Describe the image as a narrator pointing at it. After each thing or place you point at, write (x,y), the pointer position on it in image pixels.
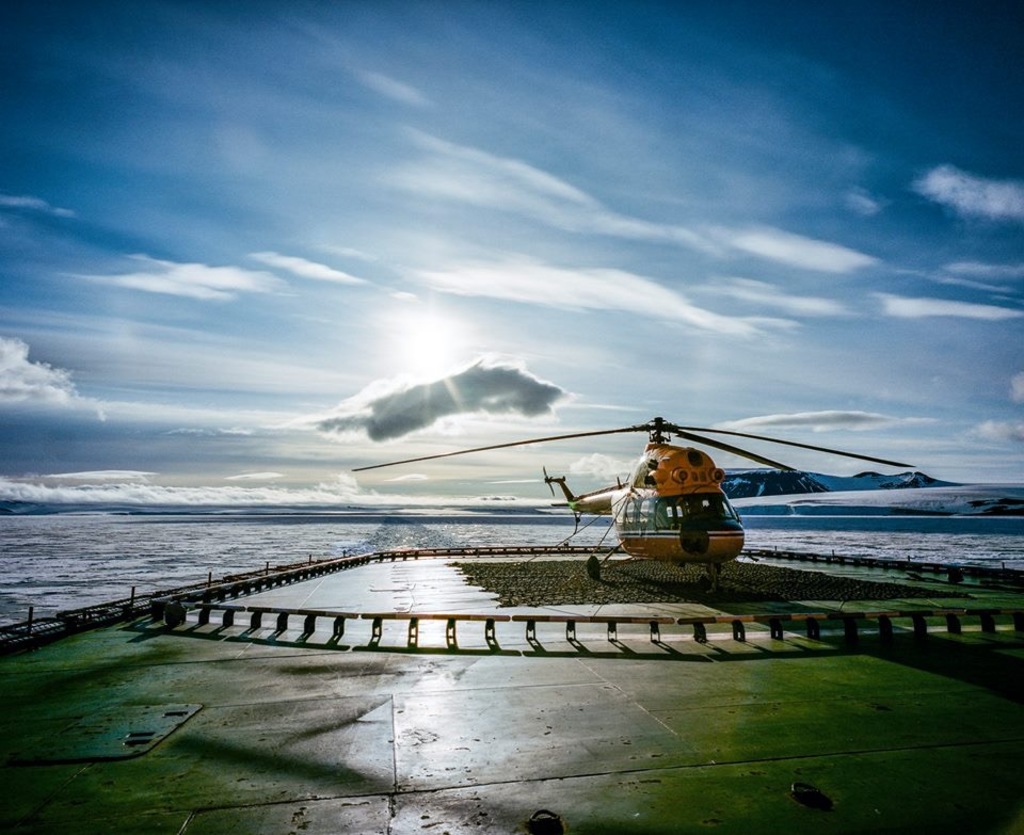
In the foreground of the picture (440,666) there is a helicopter (660,554) might be on a ship (676,611). In the center of the picture (554,531) there is a water body (82,535). In the background (817,497) towards right (839,482) there are mountains (829,485) covered with snow (838,479). At the top (379,131) it is sky (381,350). In the center of sky (426,334) it is sun (434,337).
